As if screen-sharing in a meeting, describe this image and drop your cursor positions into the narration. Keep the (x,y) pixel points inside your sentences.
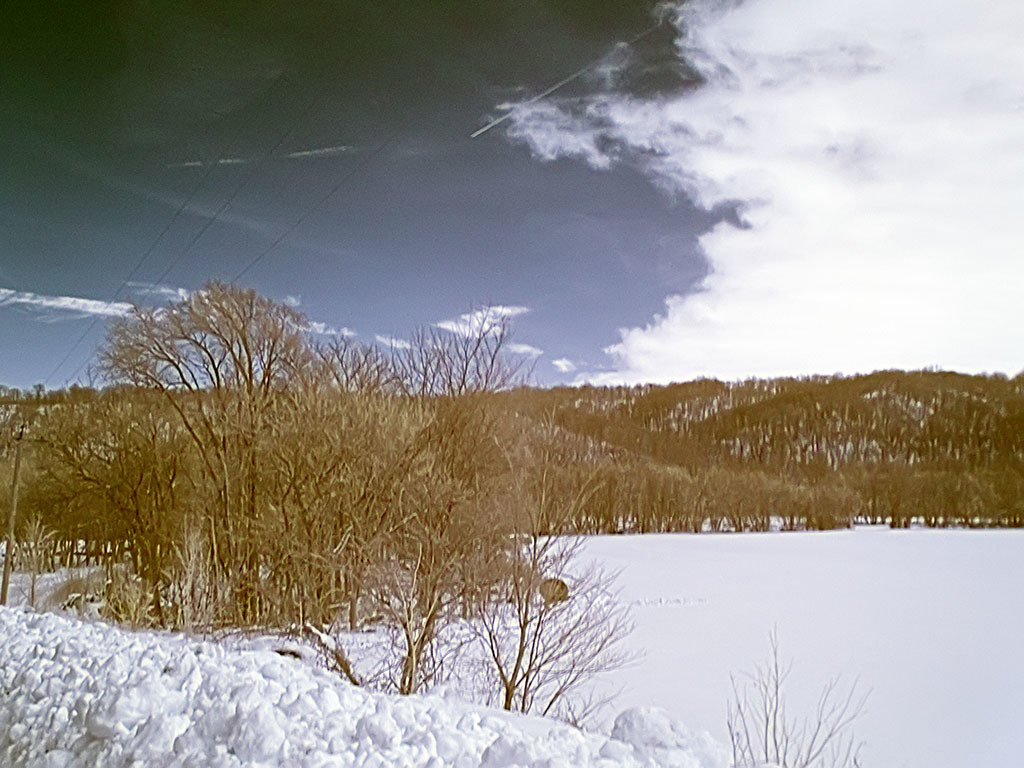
In this image, we can see the ground (706,765) with some snow (468,646). There are a few trees (0,448). We can also see a pole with some wires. We can see the sky (654,207) with clouds (838,65).
